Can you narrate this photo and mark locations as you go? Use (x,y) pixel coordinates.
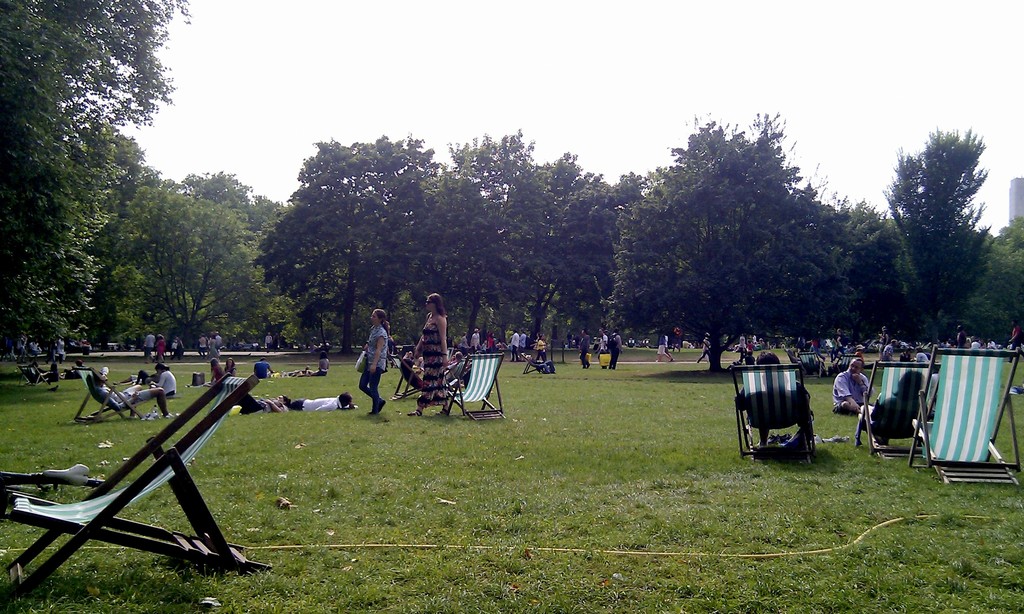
In this picture we can see a group of people (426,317) sitting on the chairs (460,382), some people (439,366) are standing and some people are lying on the grass path (456,407). Behind the people (148,375) there are trees (276,205) and a sky (379,96).
